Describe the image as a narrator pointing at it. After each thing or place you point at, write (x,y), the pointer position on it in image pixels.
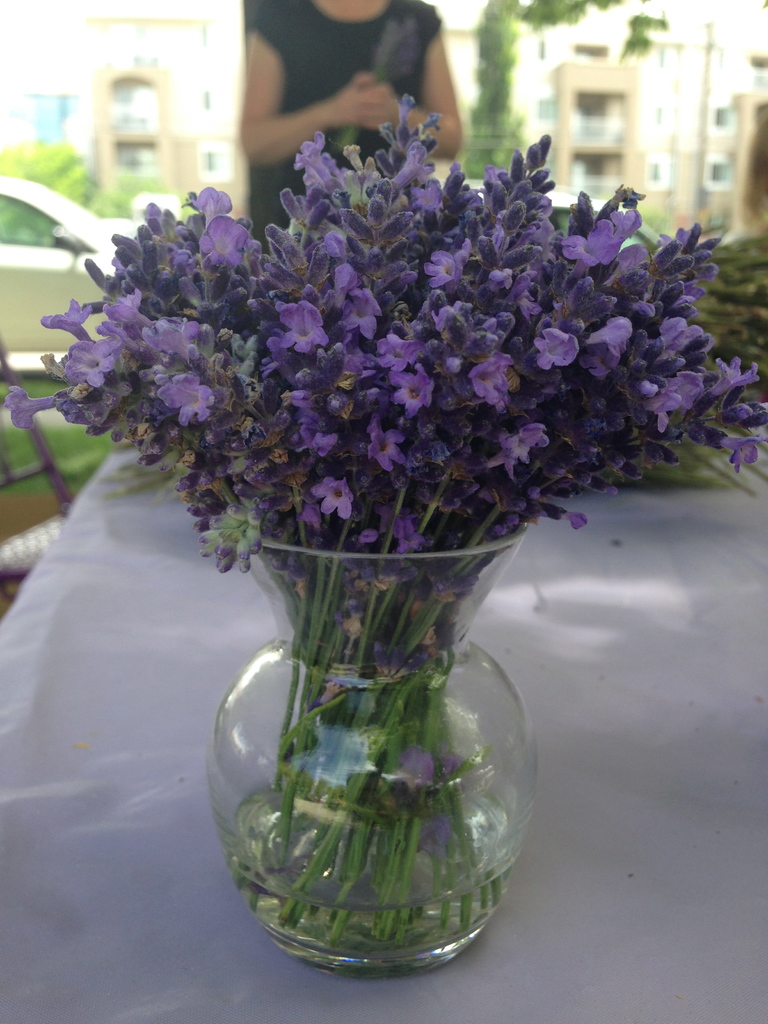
In this picture, we see a flower vase (461,760) is placed on the white table (600,902). Behind that, we see a woman (300,60) in black dress (332,60) is standing. On the left side (57,288), we see a car (107,222). There are trees (498,146) and buildings (555,174) in the background (585,191).
